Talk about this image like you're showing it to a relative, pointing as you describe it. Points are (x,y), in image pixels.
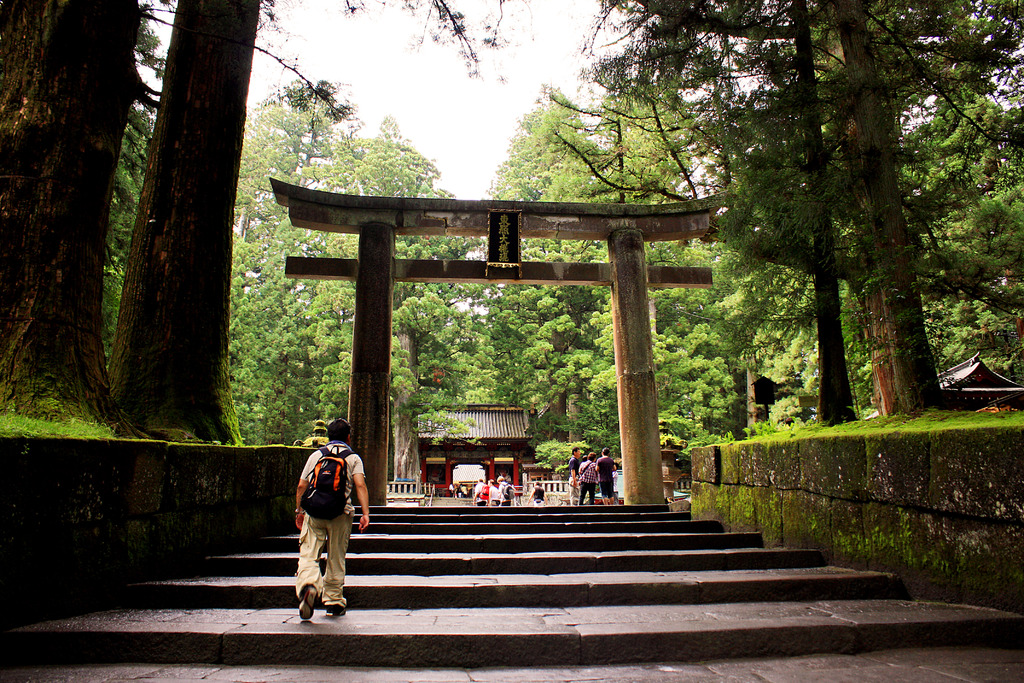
In this picture at front (370,572) there are steps (480,569) and person (343,572) is walking on it. On both right and left side of the image (162,260) there are trees (795,276). At the center (493,439) there is a building (464,448) and in front of the building (476,460) there are railings (556,489) and few people (584,486) were standing in front of the building (490,456) and at the background (433,123) there is Sky (425,114).
